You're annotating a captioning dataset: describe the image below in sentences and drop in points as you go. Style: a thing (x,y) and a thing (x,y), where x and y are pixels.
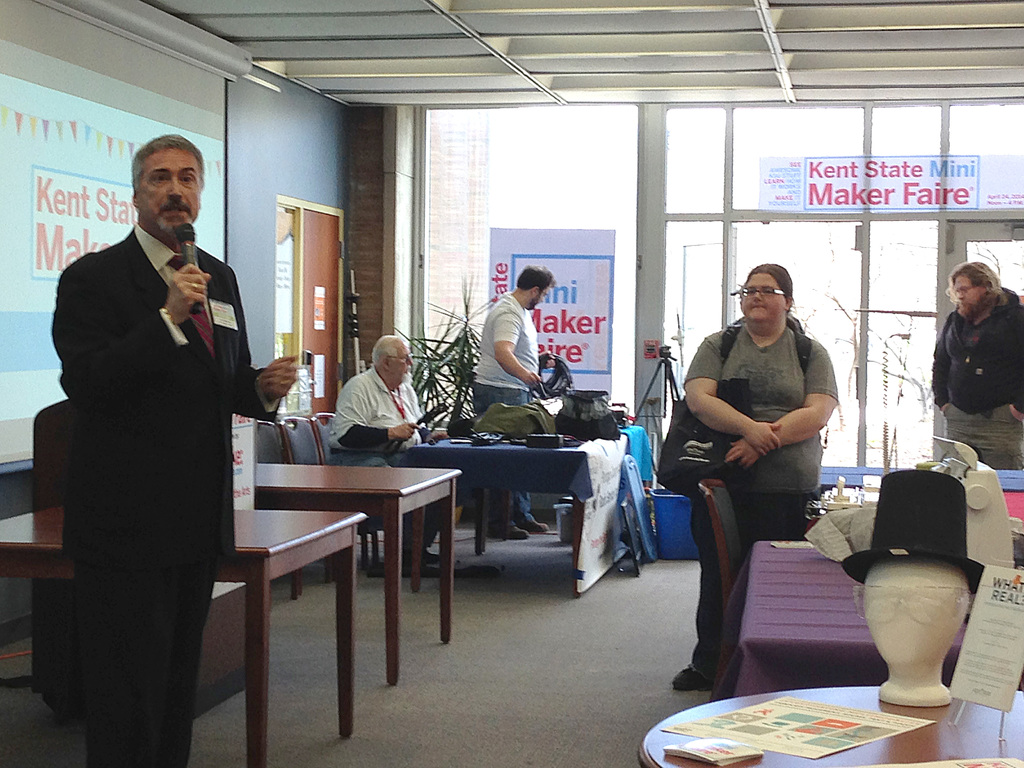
There is a man (168,414) standing and talking holding a mic (191,264) in his hand (201,277). There are some people (777,356) standing and sitting in the chairs (329,427) in the background (385,426). There is a hat (914,525) on the table (906,746) and a paper (782,727) here. In the background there is a door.
